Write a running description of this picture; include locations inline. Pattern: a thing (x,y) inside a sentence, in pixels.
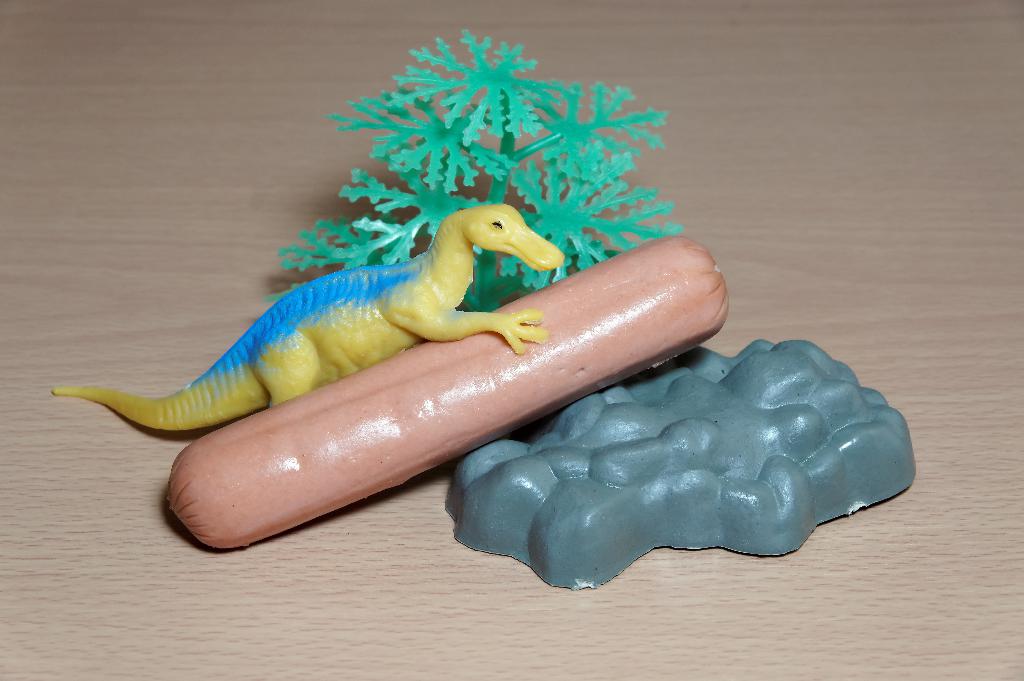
In this picture we can see some toys (301,373) and a green tree (505,185), placed on the wooden table top (12,434).
